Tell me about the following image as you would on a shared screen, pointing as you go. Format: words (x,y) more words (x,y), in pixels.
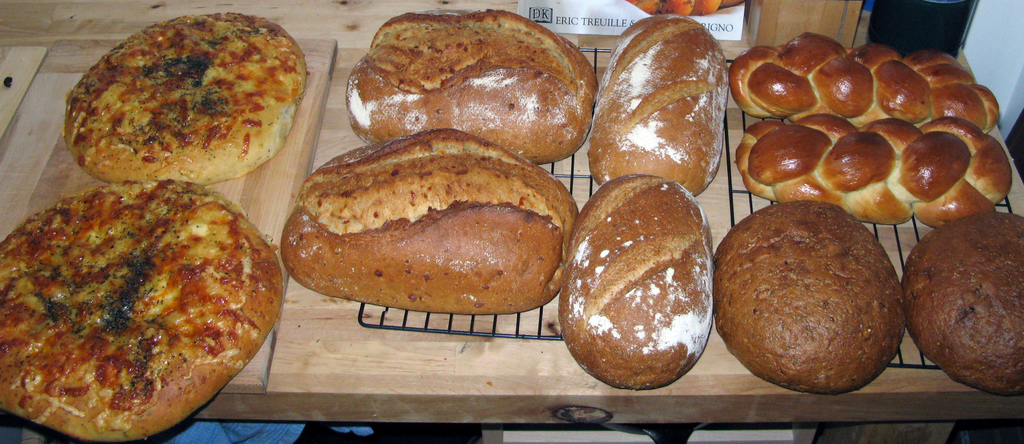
In this image we can see baked food items (789,256) are kept on wooden surface (344,375).
